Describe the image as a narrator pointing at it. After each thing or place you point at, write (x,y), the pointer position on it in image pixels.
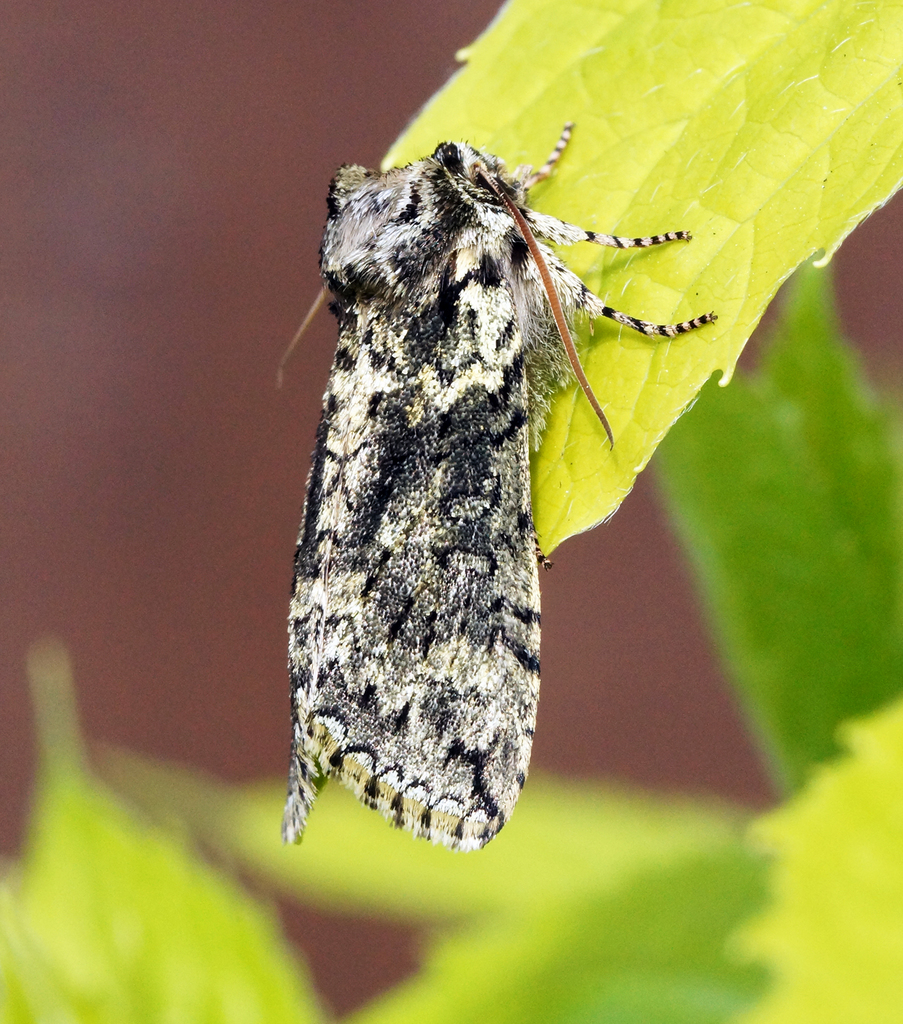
In this image, we can see some leaves (716,582) and an insect (357,379). We can also see the blurred background (207,87).
